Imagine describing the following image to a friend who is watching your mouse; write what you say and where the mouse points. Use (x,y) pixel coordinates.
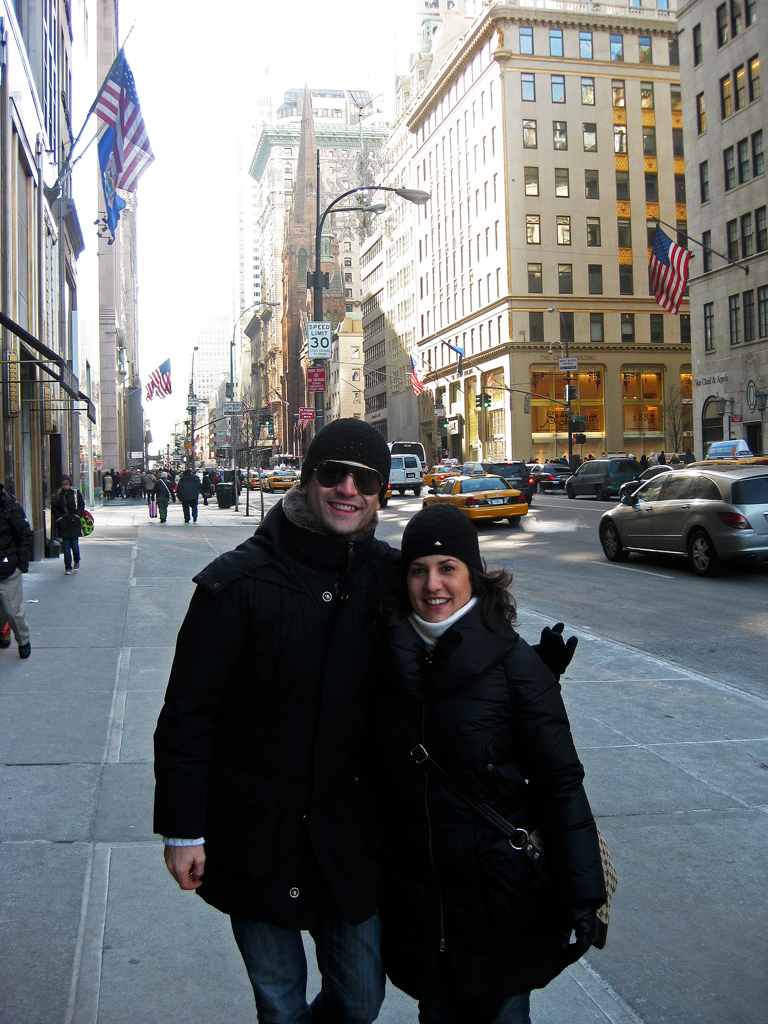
In this image I can see two person (360,730) standing and wearing black color dress (273,690). Back Side I can see a buildings (580,241), windows (746,249) and a flags (671,271). I can see light poles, signboards (321,386) and few vehicles (542,489) on the road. The sky (205,135) is in white color.
